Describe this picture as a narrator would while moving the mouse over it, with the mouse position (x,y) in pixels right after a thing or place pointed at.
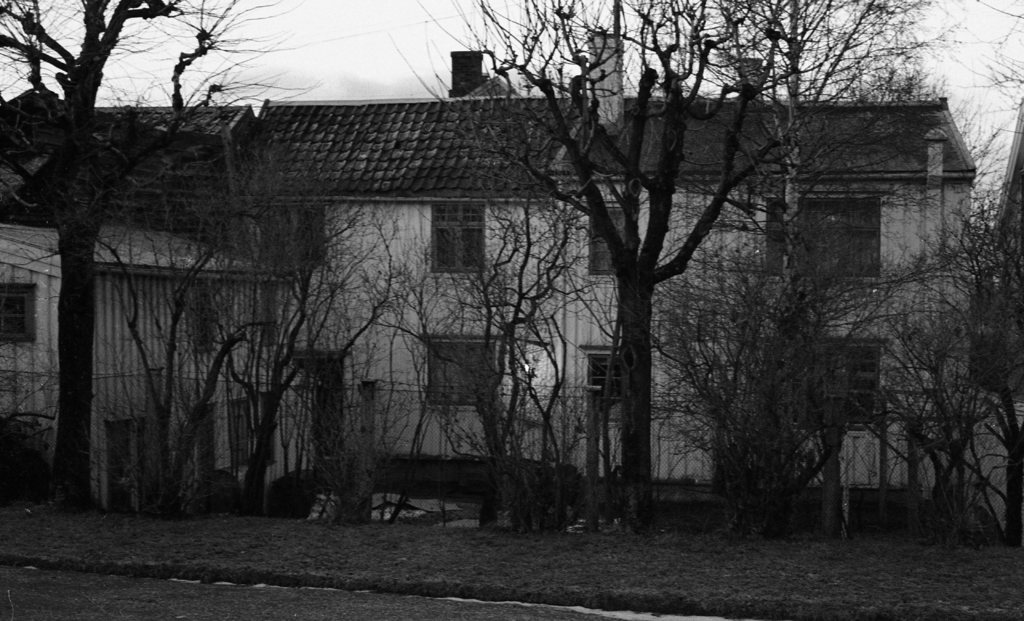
In this picture I can observe buildings (392,203) in the middle of the picture (522,358). In front of the buildings (440,226) there are some trees (683,264). This is a black and white image.
